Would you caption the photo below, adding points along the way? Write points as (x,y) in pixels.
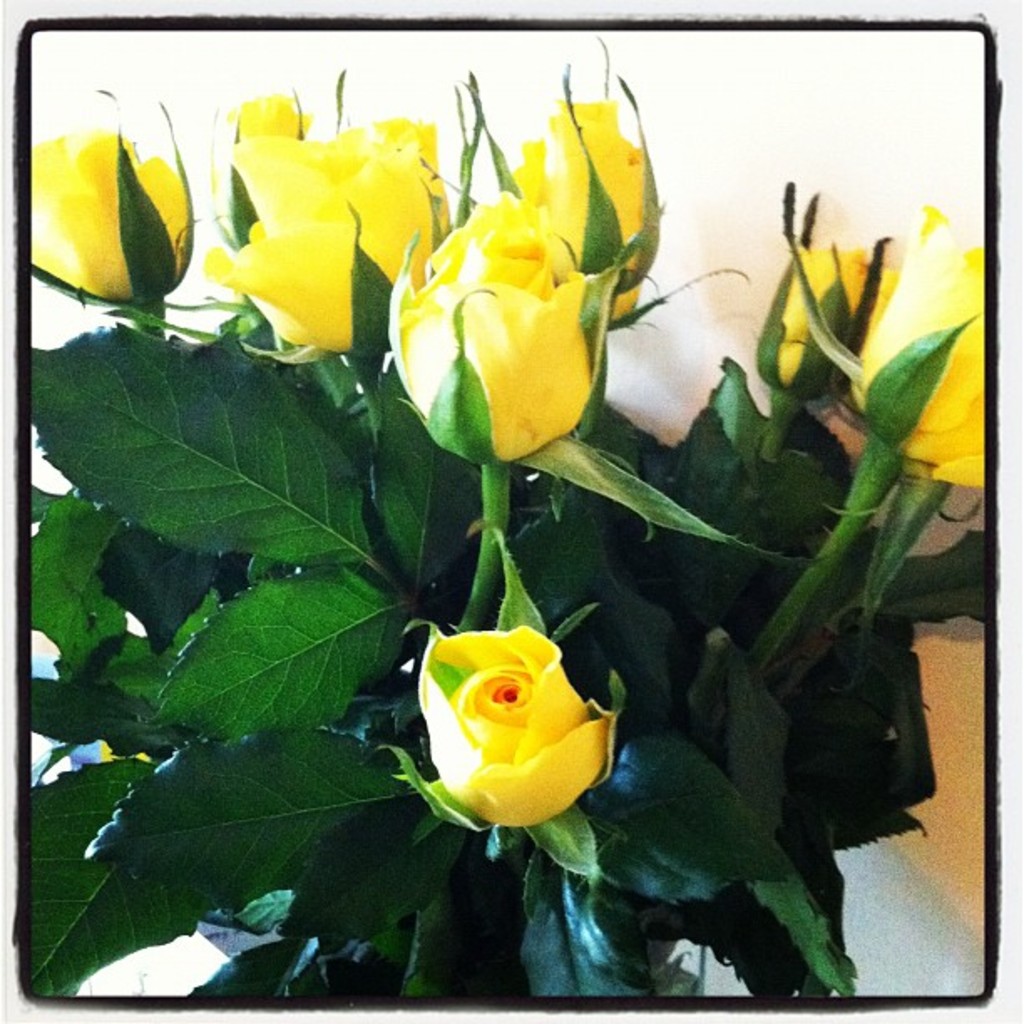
In this image we can see yellow color rose flowers (149,249) with green color leaves (457,534).
